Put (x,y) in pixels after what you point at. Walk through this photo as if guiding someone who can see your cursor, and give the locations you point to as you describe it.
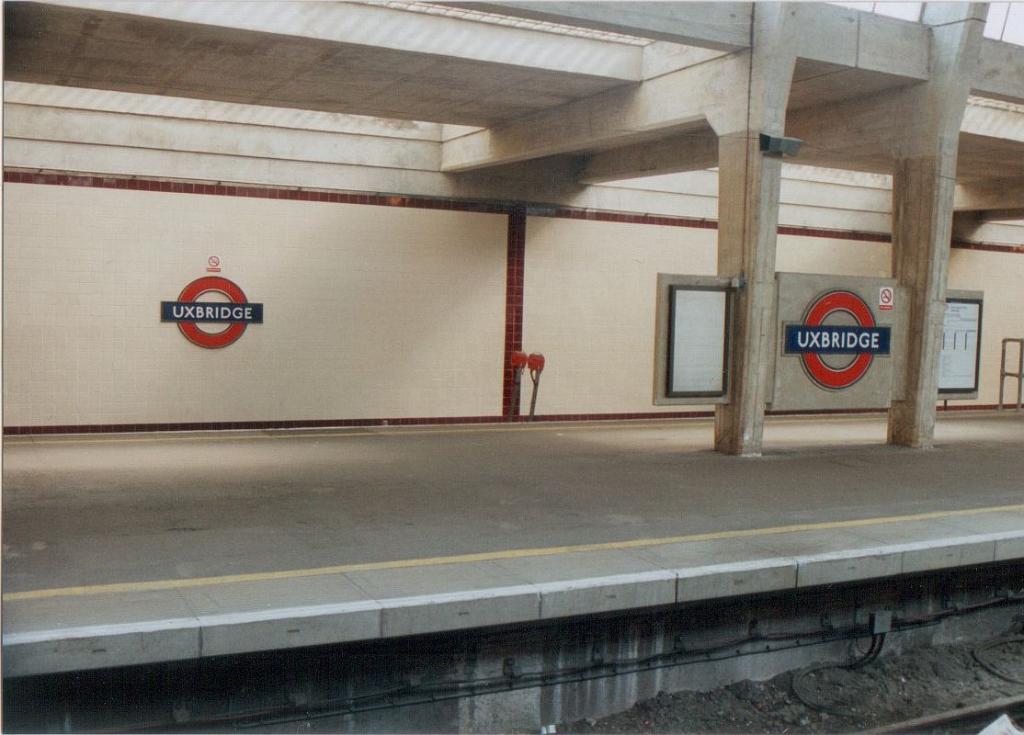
In this picture there is a building (732,298) and there are boards (813,332) on the wall (78,349) and there is text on the boards (805,322) and there is an object (1018,375) on the floor (1010,439). At the bottom (1009,699) it looks like a railway track (928,727) and there is a pipe (576,672) on the wall (534,639) and there is ground (652,702).
